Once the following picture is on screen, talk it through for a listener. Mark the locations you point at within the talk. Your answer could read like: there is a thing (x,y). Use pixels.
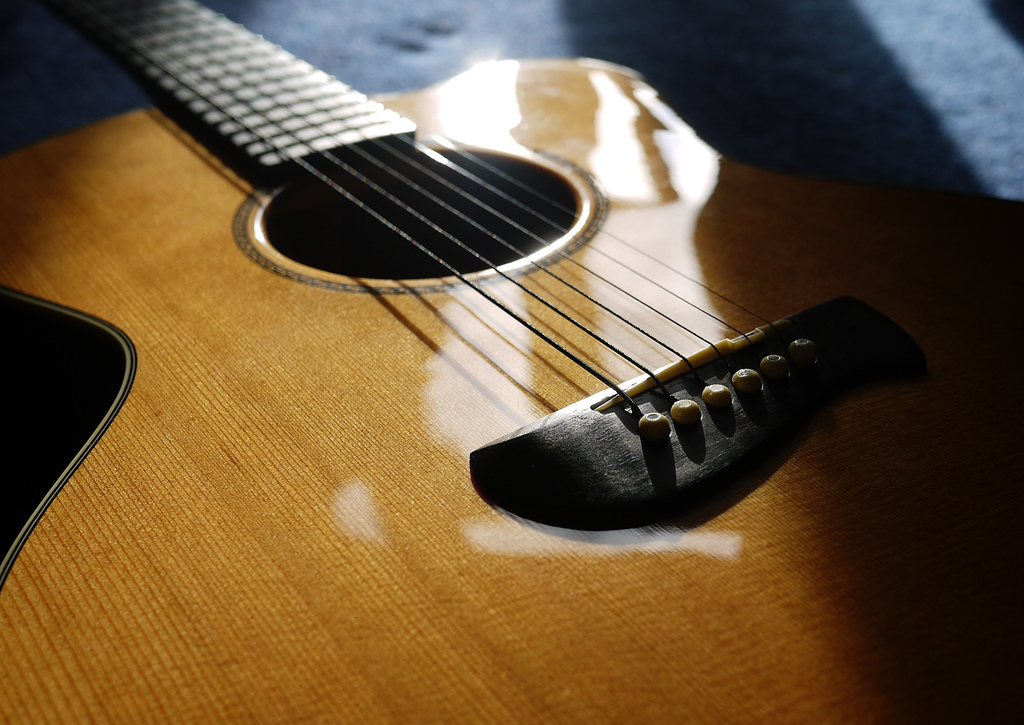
In this image there is a guitar (589,355) with six strings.
